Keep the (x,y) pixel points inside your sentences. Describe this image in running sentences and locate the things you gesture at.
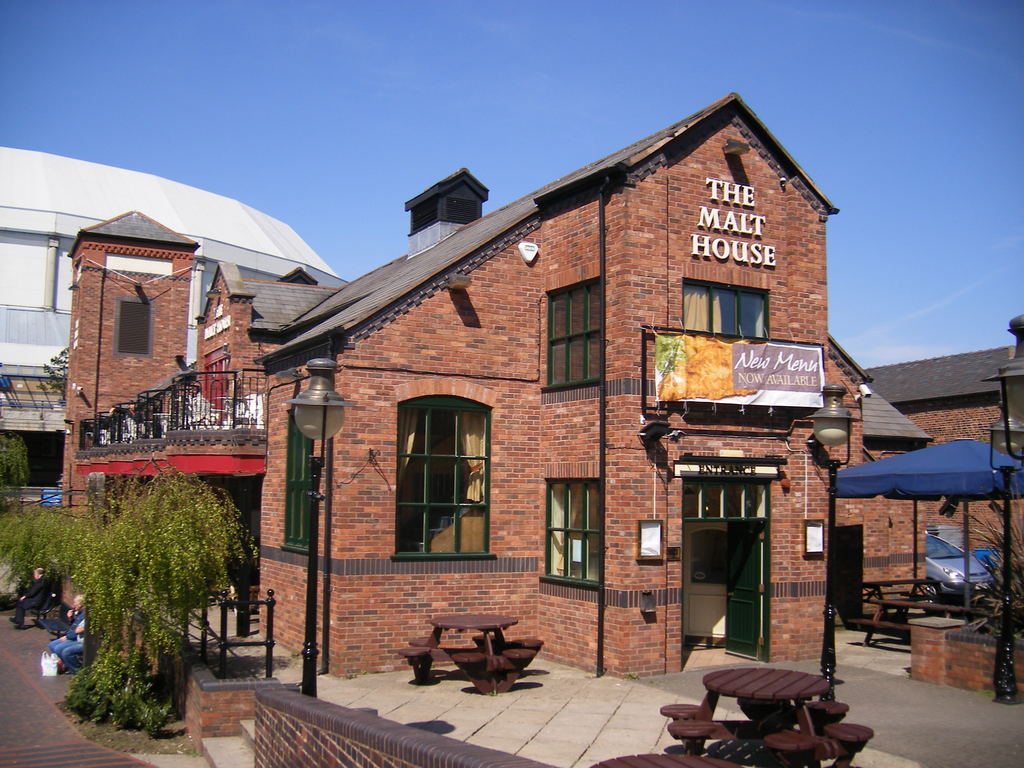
In the image there is a building (349,473) in the back (596,412) with tables (703,706) in front of it, it seems to be a hotel (656,245), there are plants (110,597) on the left side (63,525) and above its sky (505,76).
